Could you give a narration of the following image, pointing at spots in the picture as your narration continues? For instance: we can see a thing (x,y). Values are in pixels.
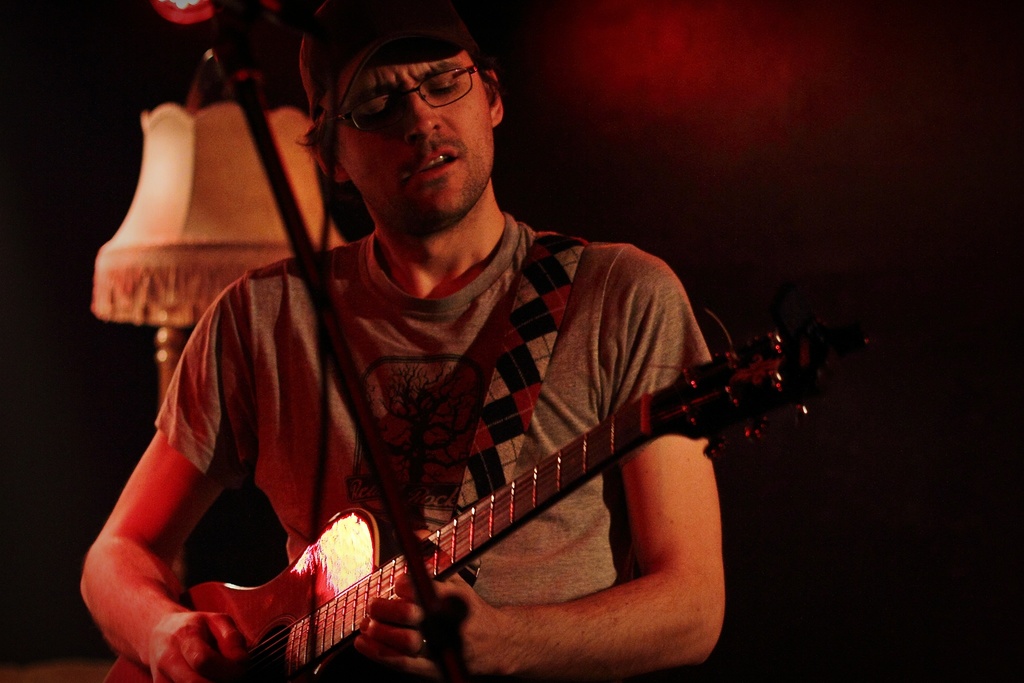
In this picture I can see in the middle (621,397) a man (673,511) is playing the guitar (531,511), he is wearing a t-shirt (557,526) and the spectacles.
